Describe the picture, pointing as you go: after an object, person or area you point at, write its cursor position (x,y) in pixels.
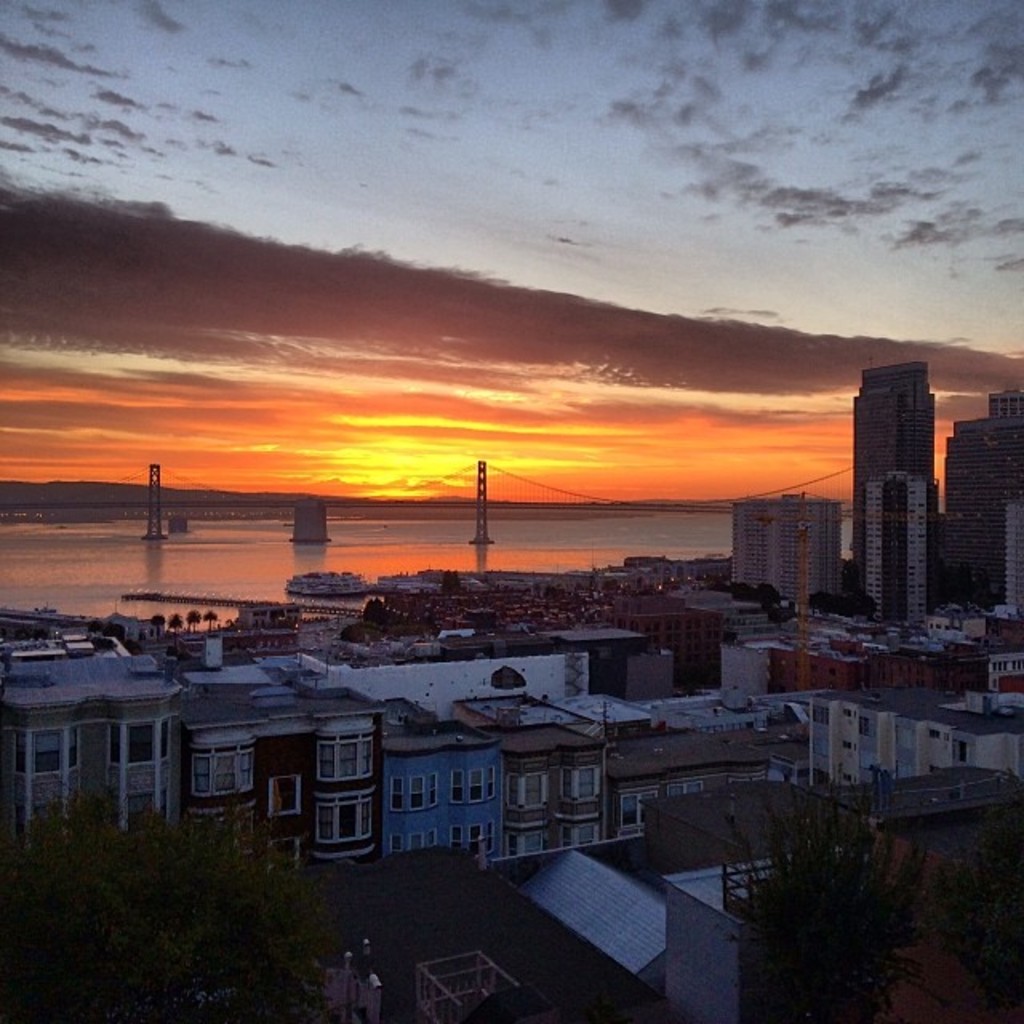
In this image I can see many buildings (508,803) and trees (203,960). In the background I can see few boats (304,593) on the water (177,571). I can see the bridge (322,502), clouds (424,374) and the sky (473,319).
